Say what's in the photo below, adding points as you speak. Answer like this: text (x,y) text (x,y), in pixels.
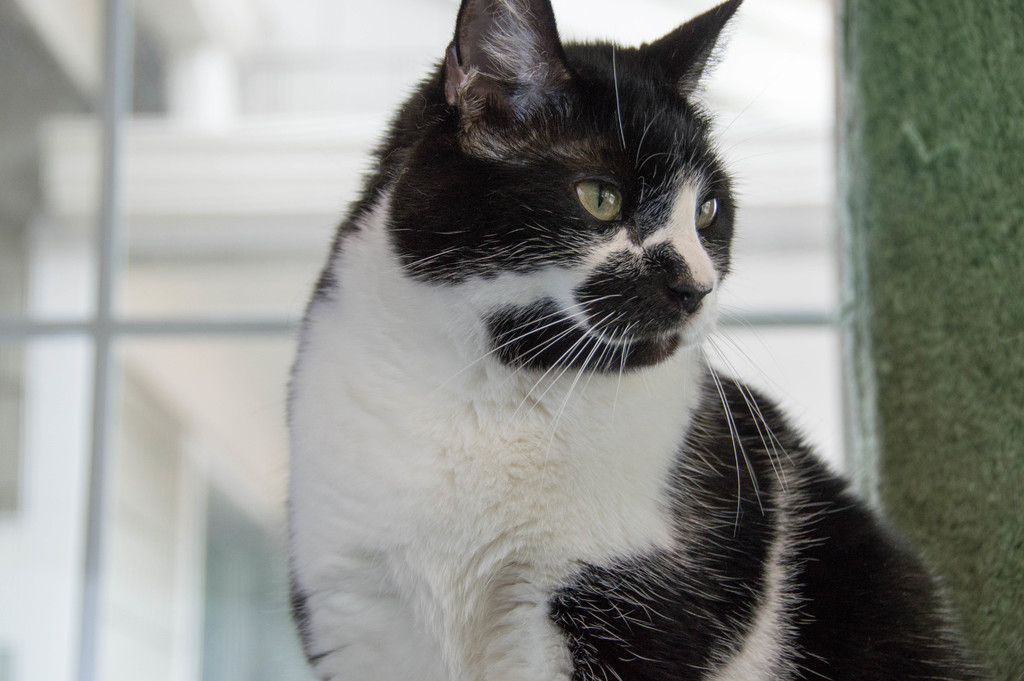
In this image there is a black and white cat (615,443), in the background (382,3) it is blurred.
